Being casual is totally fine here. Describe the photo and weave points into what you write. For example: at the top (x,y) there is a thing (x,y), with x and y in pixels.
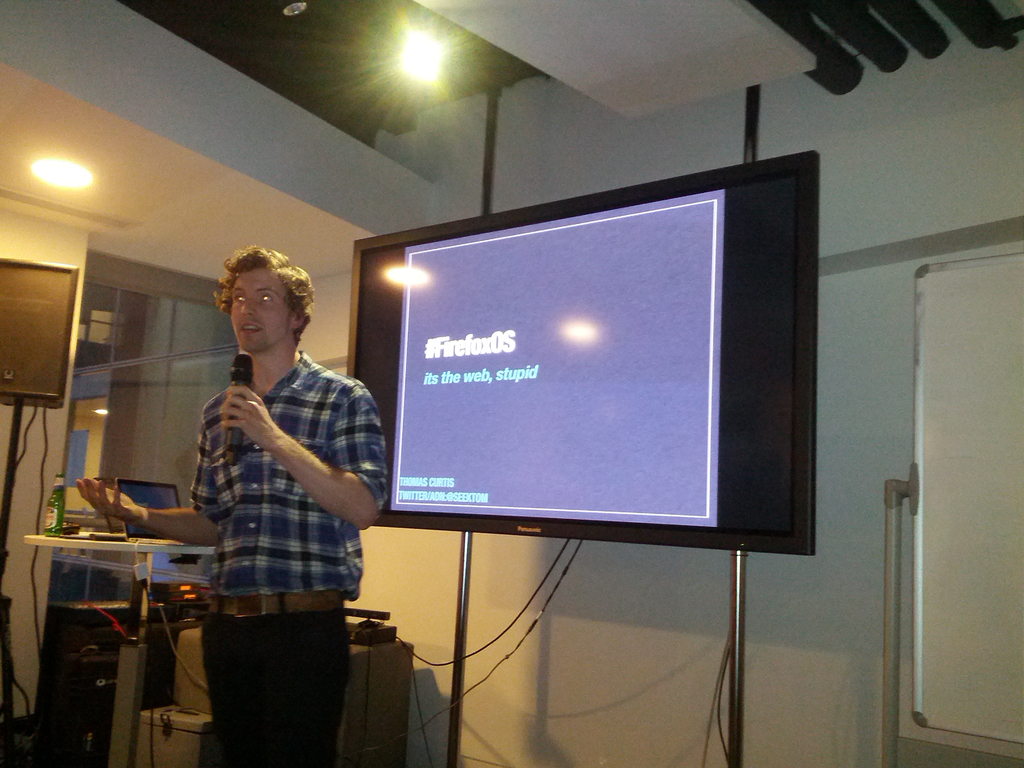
This image consists of a man (256,381) wearing a blue shirt (295,514) and holding a mic (241,365). Beside him, there is a screen (524,463). At the bottom (793,564), there is a wall (523,166). On the left (164,583), there are many things (170,606) kept near the table (109,544). At the top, there are lights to the roof (143,68).
